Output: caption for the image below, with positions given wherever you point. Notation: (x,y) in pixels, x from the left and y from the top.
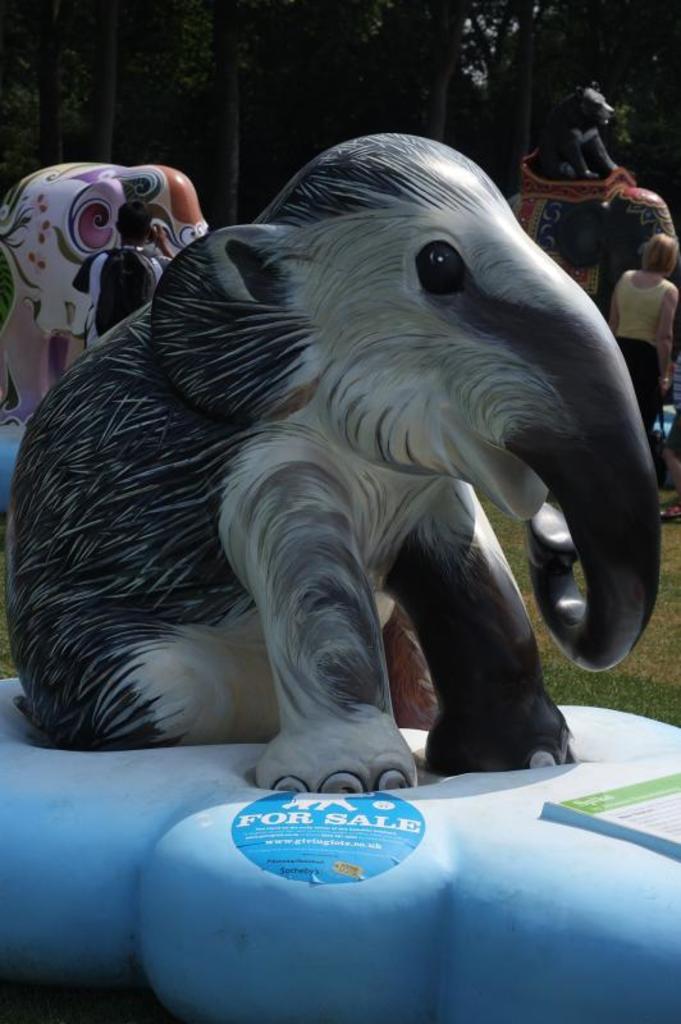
In this image we can see sculptures (281,253), trees (217,80) and persons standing on the ground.
